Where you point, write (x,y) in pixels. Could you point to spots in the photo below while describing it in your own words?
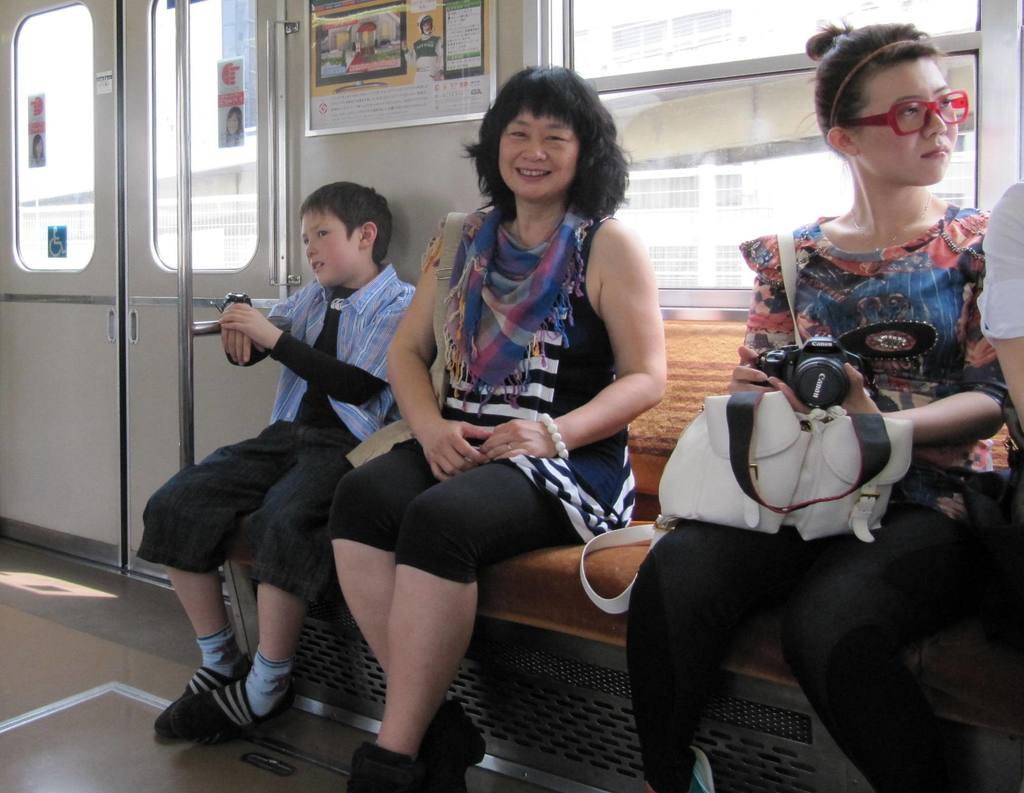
In this picture we can see two woman (555,261) and one boy (361,235) sitting on chair (632,465) and woman (409,372) smiling and this people (496,316) are in a vehicle (263,140) where we can see doors (199,127), rod (187,394), banners (318,107), window (663,148) here this woman (877,126) wore spectacle (918,127) holding bag (829,478) and camera (822,359) in her hands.
